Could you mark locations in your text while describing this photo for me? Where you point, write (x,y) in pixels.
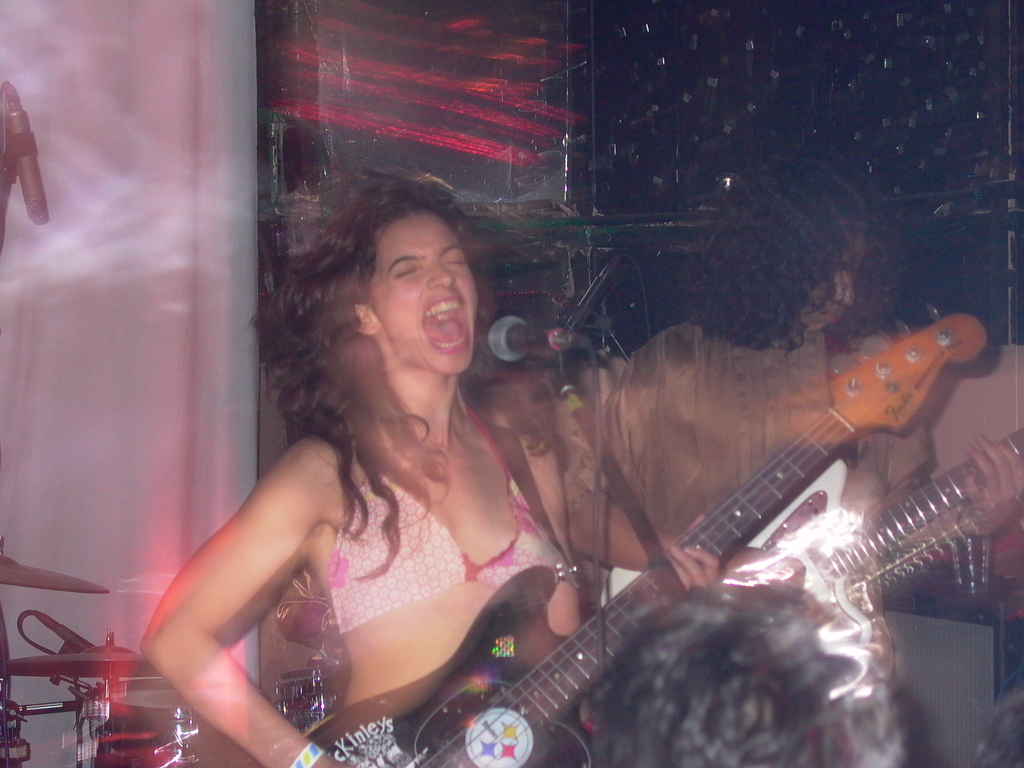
A woman (474,449) is singing on mic (543,341) and playing guitar (546,626), behind her a person (774,391) is playing guitar (854,531) and there are musical instruments (58,590).
